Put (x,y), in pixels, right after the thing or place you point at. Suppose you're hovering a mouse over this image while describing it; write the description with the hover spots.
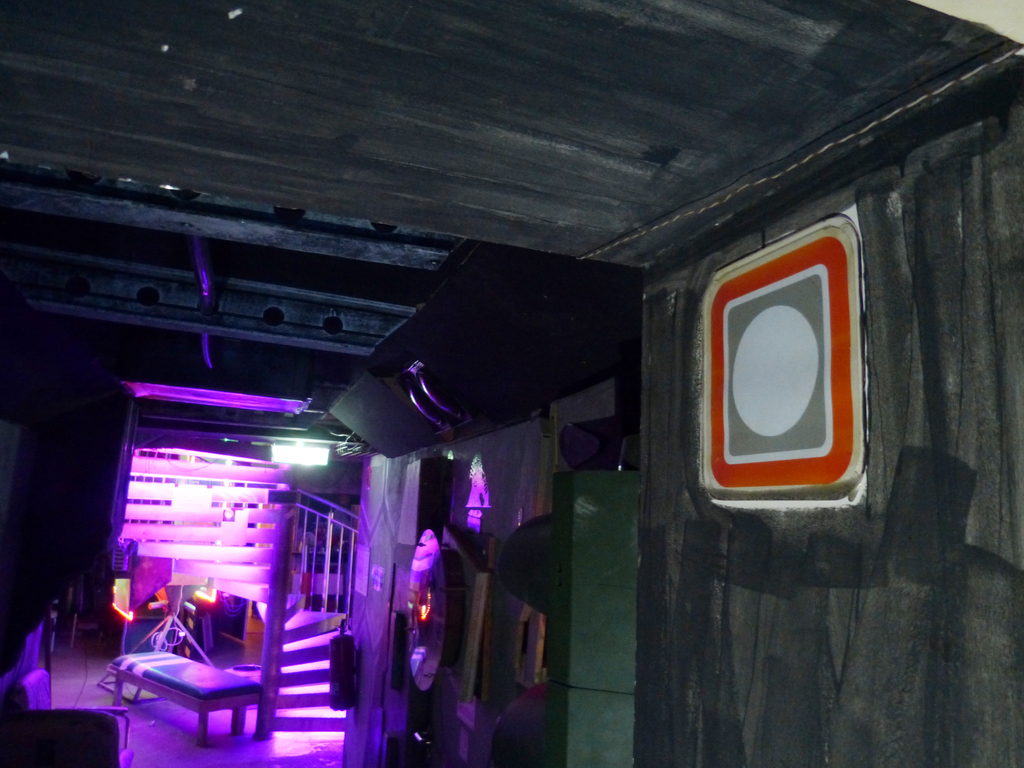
In this picture we can see a bench (136,669) on the floor (164,699), here we can see lights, wooden objects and some objects (254,672).
